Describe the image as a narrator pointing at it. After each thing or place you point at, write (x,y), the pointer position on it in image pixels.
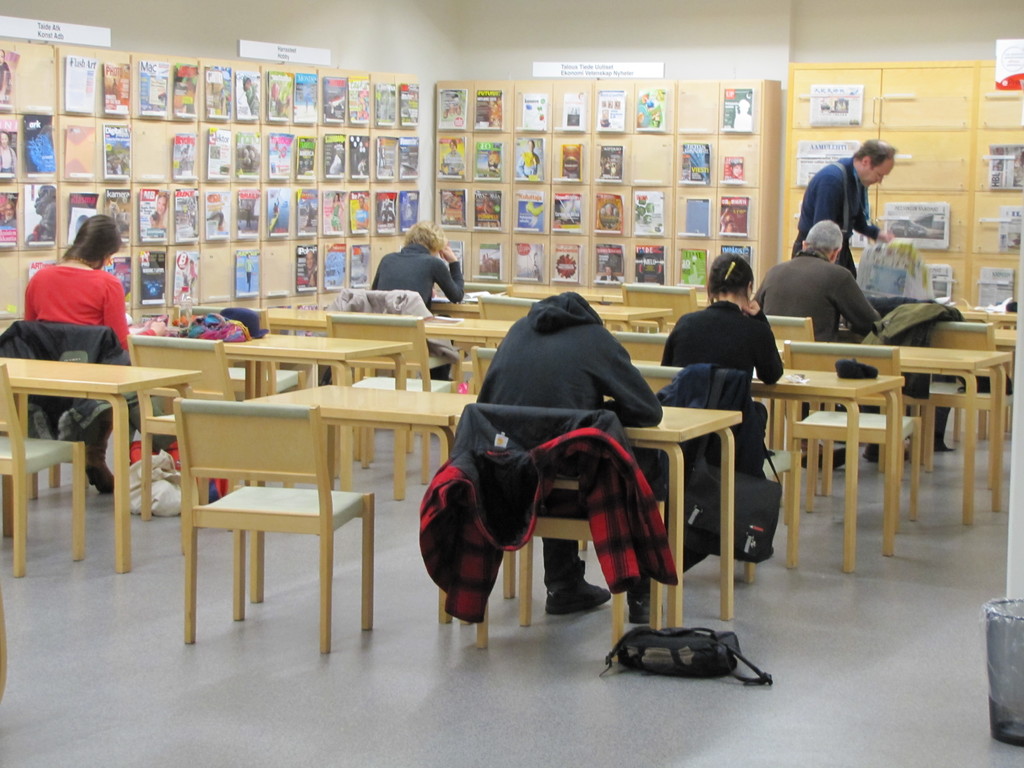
This is a picture of library (668,367). here we can see all the books (533,149) placed in a sequence in rack (903,172). We can see a man (850,167) standing here, holding paper (916,285) in his hand (889,237). We can see persons (427,269) sitting on chairs (791,403) in front of a table (958,364) and on the table (290,353) we can see bottle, books (150,318). We can see jackets (478,424) on the chair (557,445). This is a bag (634,670) on the floor (782,654). Here we can see a trash can (1005,730).
